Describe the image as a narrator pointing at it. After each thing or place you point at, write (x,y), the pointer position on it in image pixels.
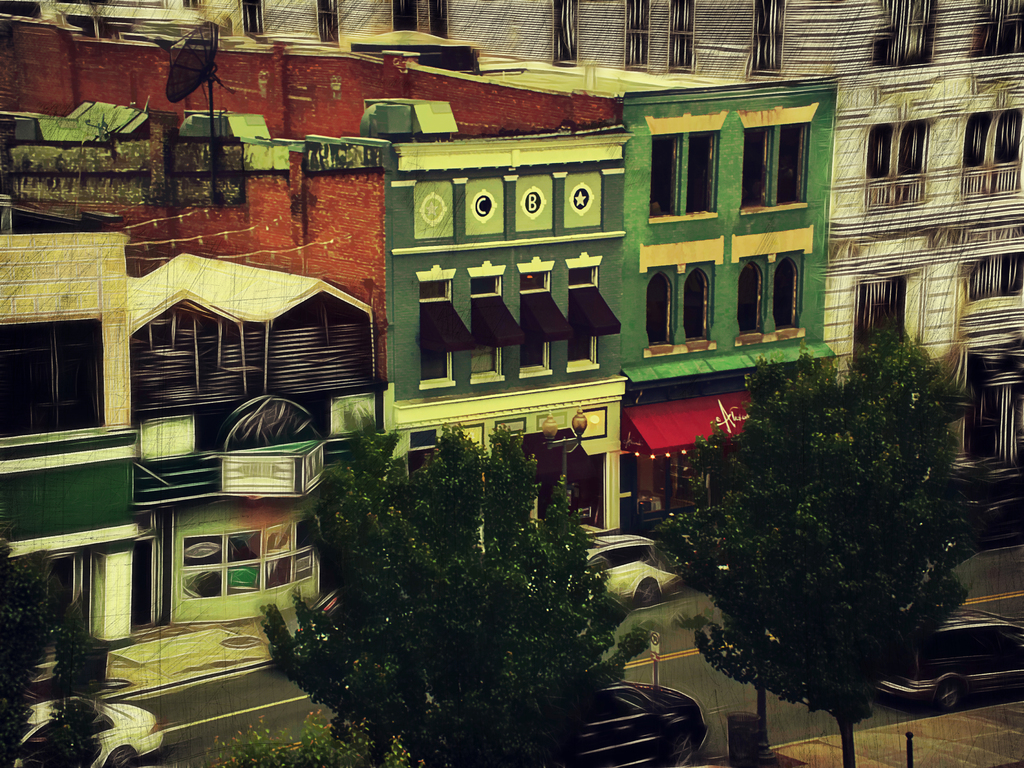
There are number of buildings (573,100). Trees (440,487) are far away from each other. On road (209,718) vehicles (123,735) are travelling. This is an animated picture.
